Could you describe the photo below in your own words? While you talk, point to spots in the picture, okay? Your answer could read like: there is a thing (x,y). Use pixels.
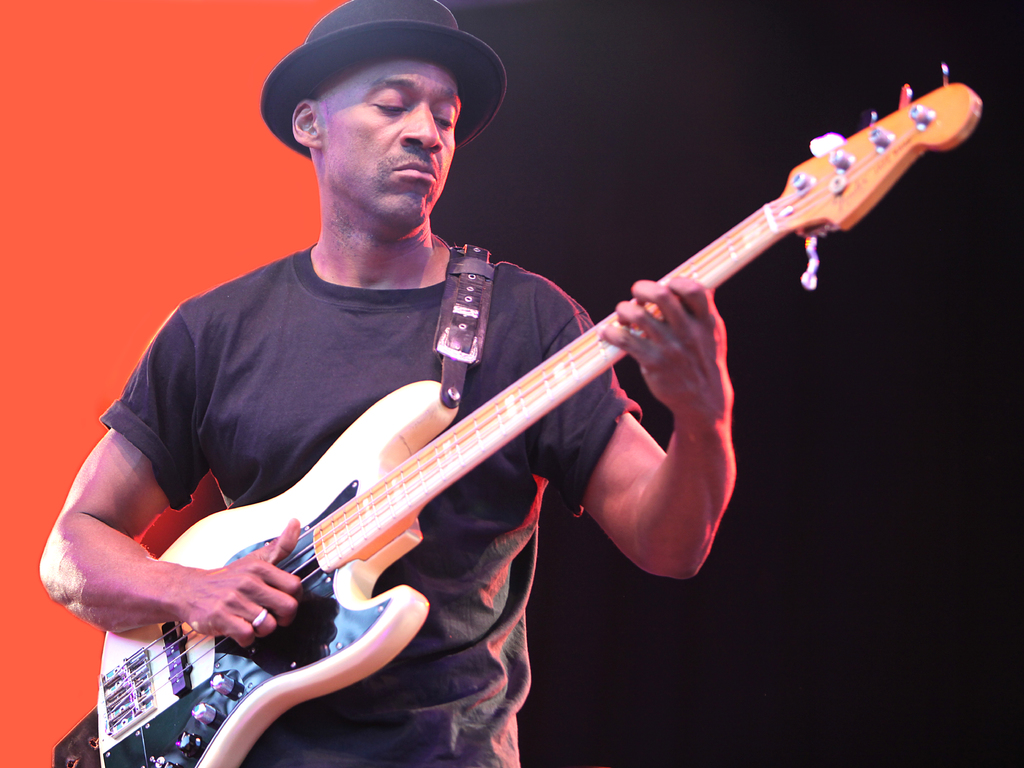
This image consists of a man (343,357) who is wearing black shirt (473,517) and he is holding guitar (567,388) and he is playing that. He has a hat (431,10) on his head (385,71).
